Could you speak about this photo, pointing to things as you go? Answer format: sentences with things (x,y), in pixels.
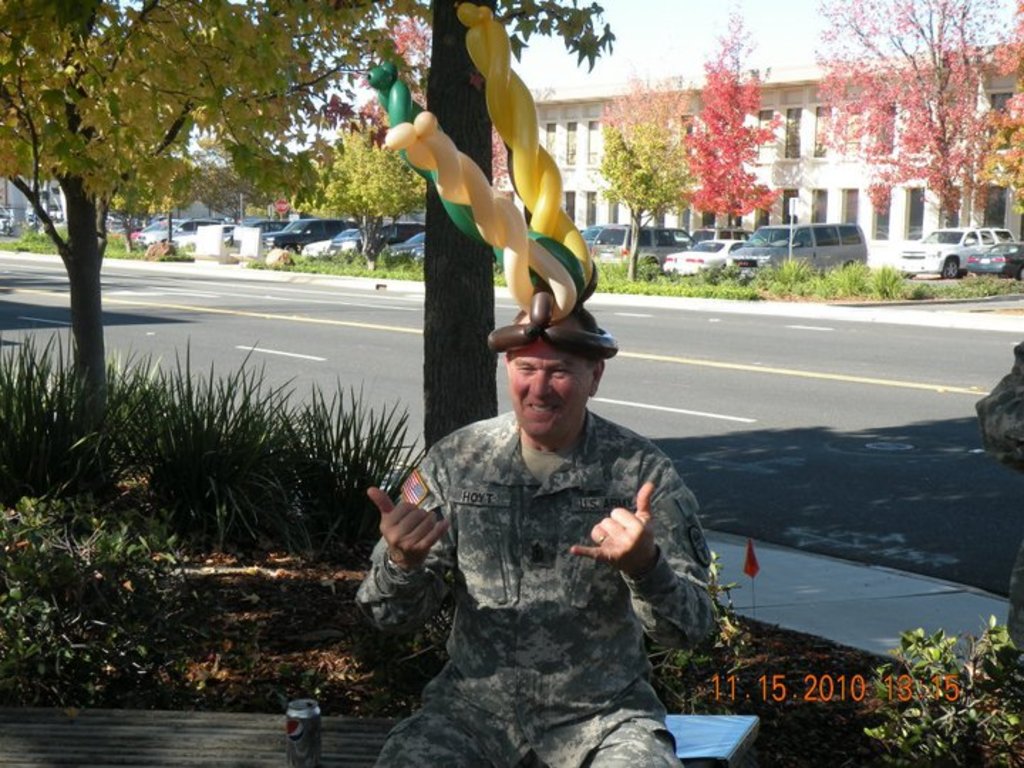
In this image we can see a man (547,369) sitting on the bench (161,745) wearing uniform (489,611) and balloons (538,299) on the head (532,361), there is a tin (305,741) beside the person (554,590) and in the background (326,457) there are few trees (31,175), grass (315,424), cars (355,249) parked in front of the building (791,139), a road (373,340) and the sky (793,58).
